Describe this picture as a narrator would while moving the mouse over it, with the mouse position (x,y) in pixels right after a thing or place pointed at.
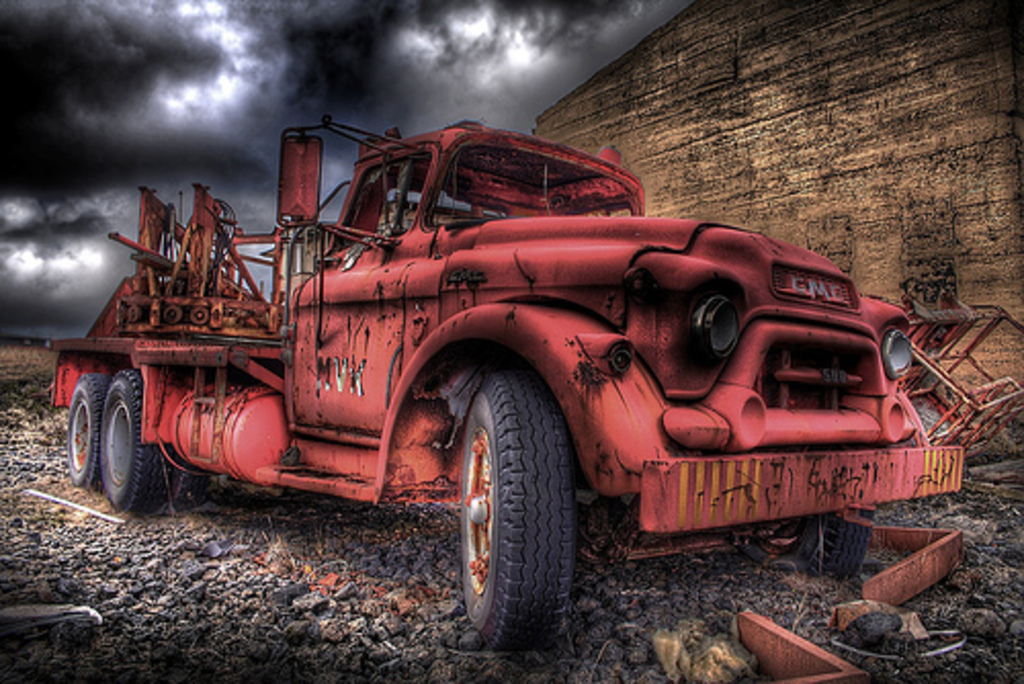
This is an animated image. Here I can see a red color vehicle (266,325) on the ground (263,539) which is facing towards the right side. On the right side (854,19) I can see a wall (924,129). On the top of the image (270,29) I can see the sky (94,47).
